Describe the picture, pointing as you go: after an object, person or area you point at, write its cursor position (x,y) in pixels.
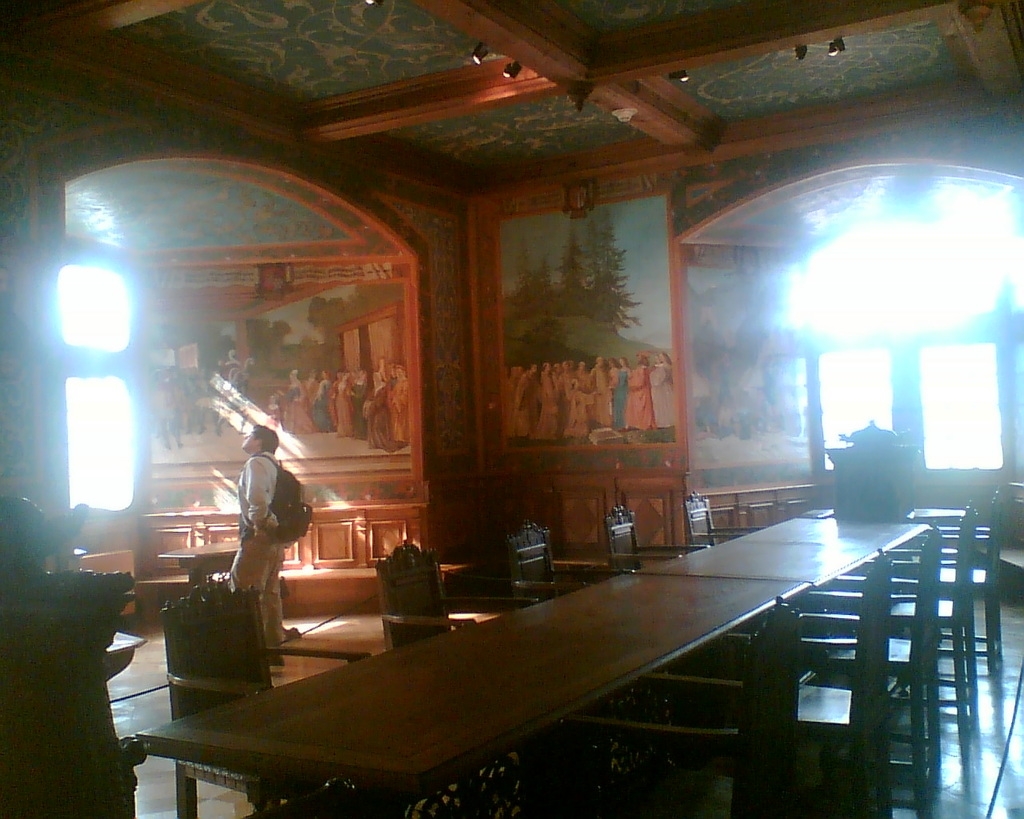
In this image I can see a person (251,489) wearing white shirt (257,501), pant (254,563) and black colored bag (279,509) is standing on the floor (156,669). I can see a table (577,589) and few chairs (992,630) around the table (732,590), the wall (460,364) to which there is a painting (563,356) of few persons (535,388) standing in a landscape (592,302). I can see the ceiling (385,78) and few lights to the ceiling (656,72).
